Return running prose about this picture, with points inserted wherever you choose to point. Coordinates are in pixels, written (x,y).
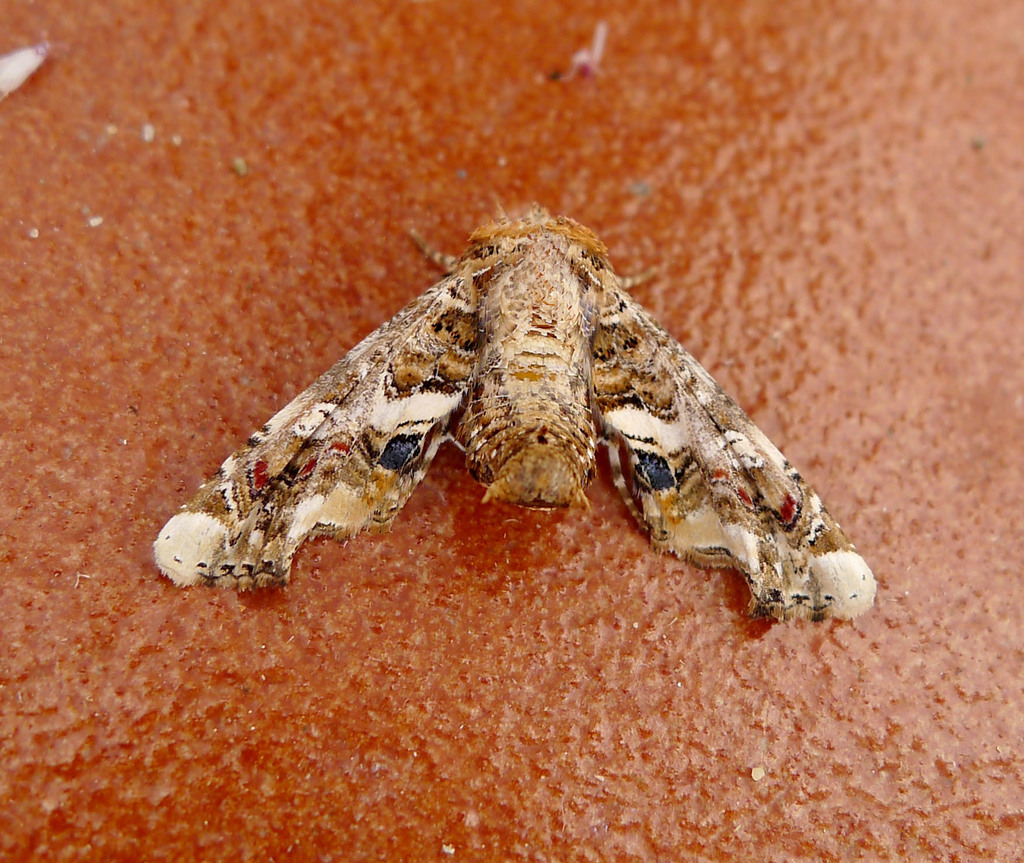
In the middle of the image (546,304) we can see a insect (702,546).
